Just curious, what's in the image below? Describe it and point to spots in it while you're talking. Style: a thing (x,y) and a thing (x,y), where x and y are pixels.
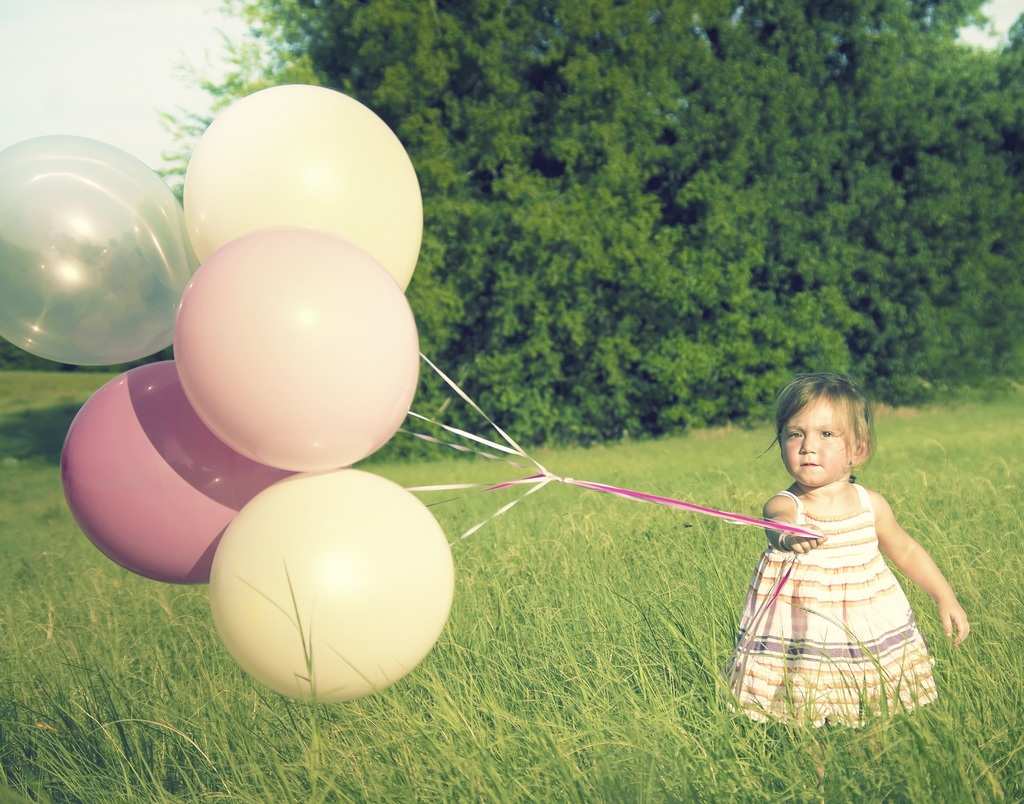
In this picture I can observe a kid (845,555) holding balloons (261,583) in her hand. In the bottom of the picture (89,652) I can observe some grass (246,717) on the ground (591,717). In the background (594,163) there are trees (594,163).
